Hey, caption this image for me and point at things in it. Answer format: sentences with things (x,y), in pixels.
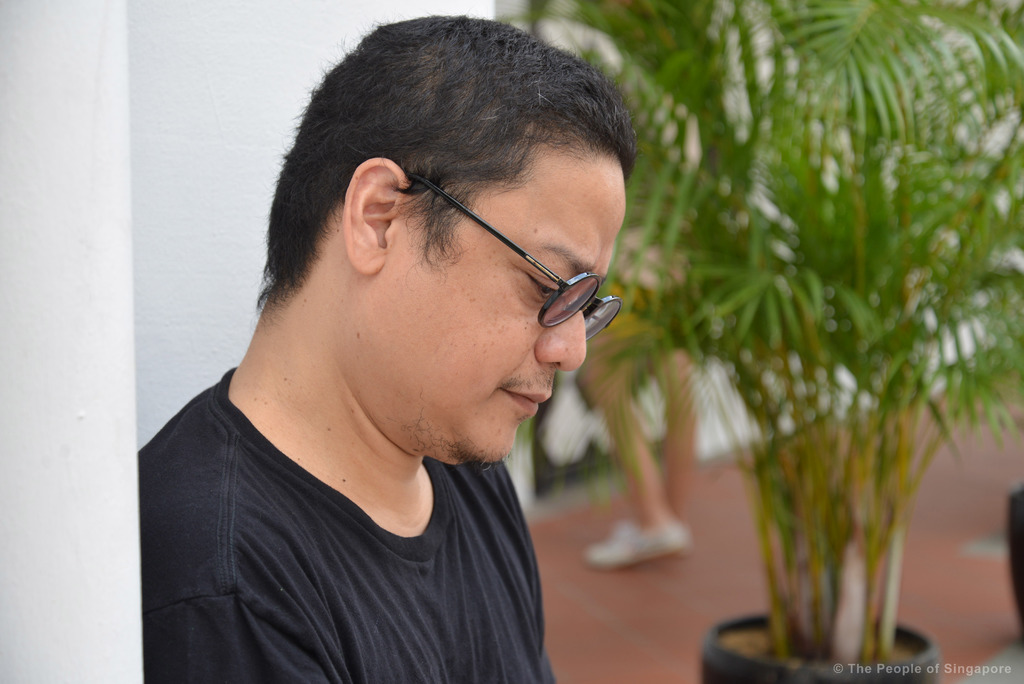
In this image beside the plain white wall (145,175) there is a person (361,358) wearing glasses (598,304) and a black t shirt (462,559). In the background (830,491) there is a plant (834,401) and also some person (651,486) on the floor (633,606). There is a logo (910,670) in the bottom right corner (936,674).
